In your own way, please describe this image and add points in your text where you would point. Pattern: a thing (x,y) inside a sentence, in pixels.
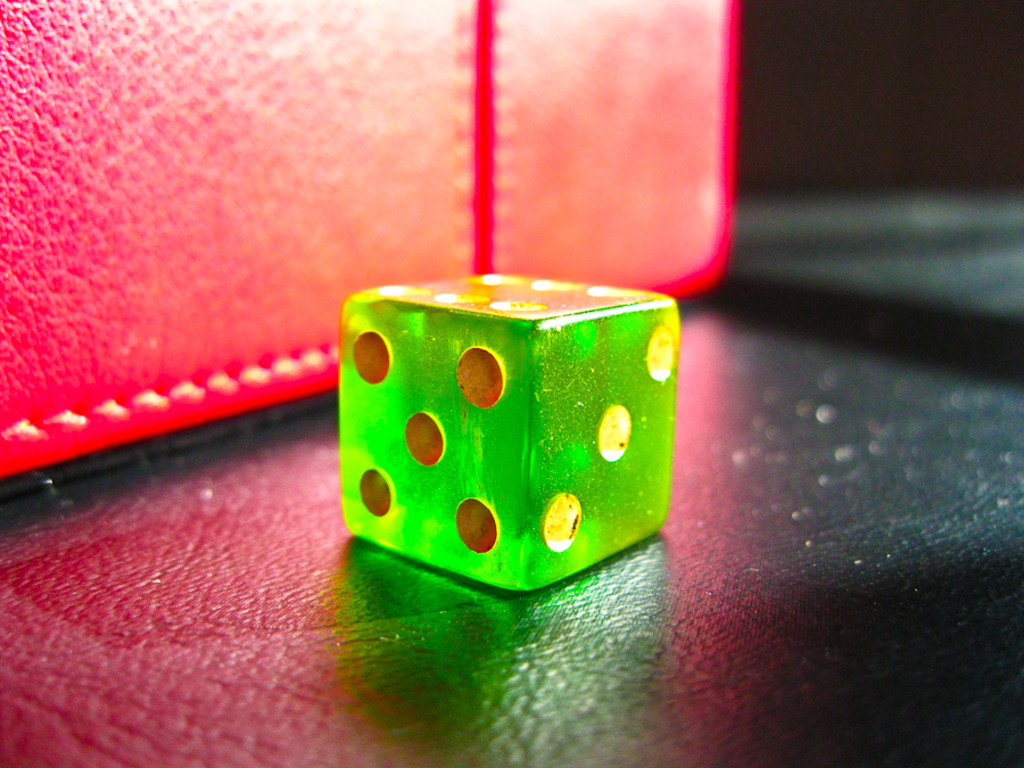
In this image there is a dice (514,416) which is in green color. Beside the dice (430,377) there is red color mat (220,163).
